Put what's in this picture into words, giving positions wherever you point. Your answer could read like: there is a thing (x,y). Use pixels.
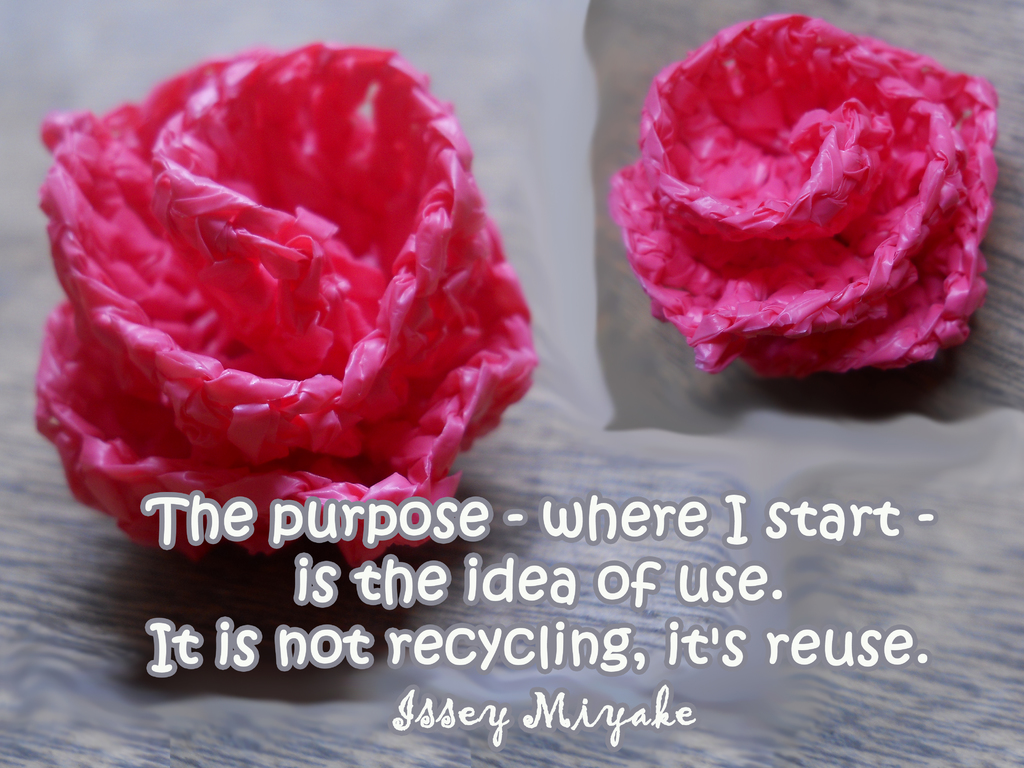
In this picture there is a poster (958,420). On the both-sides we can see the plastic made flowers (654,316) on the table (825,389). At the bottom (227,633) there is a watermark (551,579).
